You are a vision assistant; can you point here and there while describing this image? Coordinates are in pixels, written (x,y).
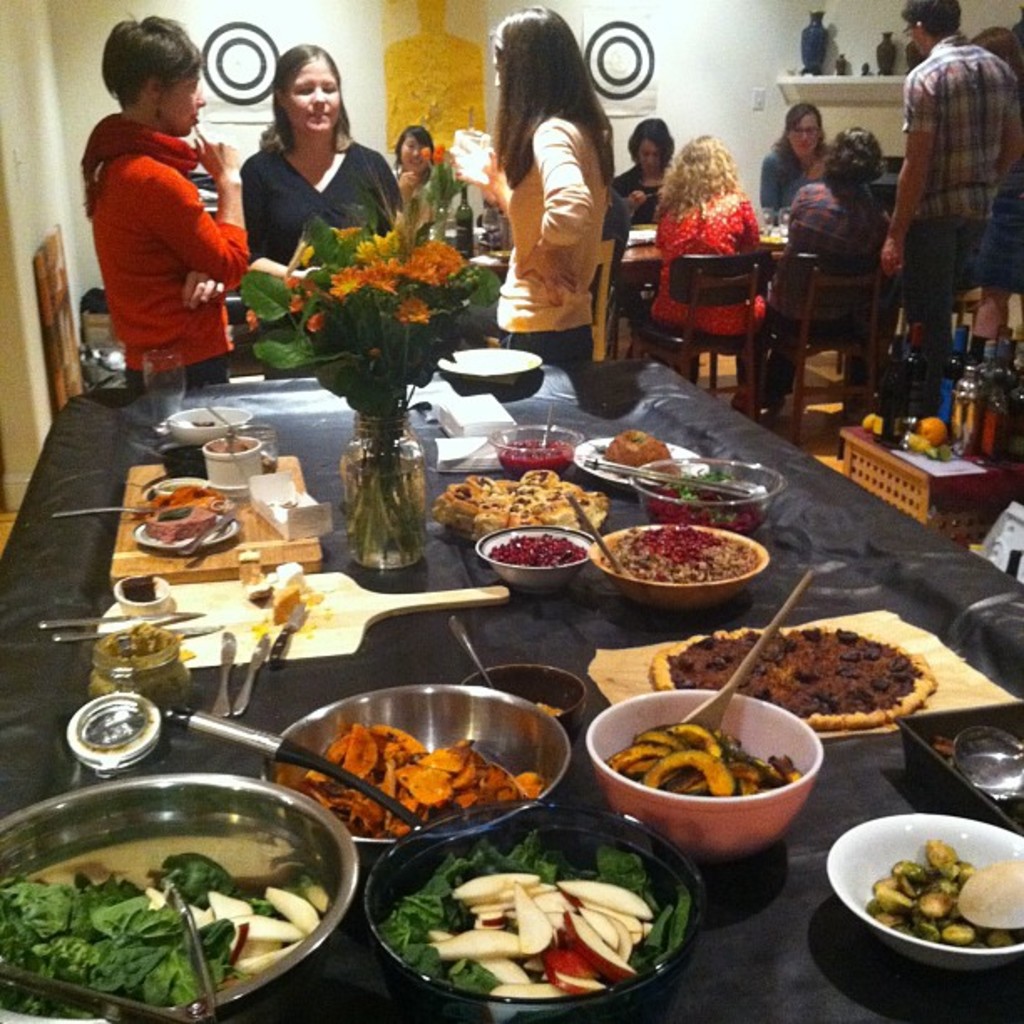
In this picture I can see food items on the plates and in the bowls (742,493), there is a flower vase (470,299), there are knives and some other objects (491,247) on the tables (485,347), there are few people (536,291) standing, there are group of people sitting on the chairs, there are few items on the shelf (797,81), and in the background (546,0) there are posters (612,22) attached to the wall (758,59).
